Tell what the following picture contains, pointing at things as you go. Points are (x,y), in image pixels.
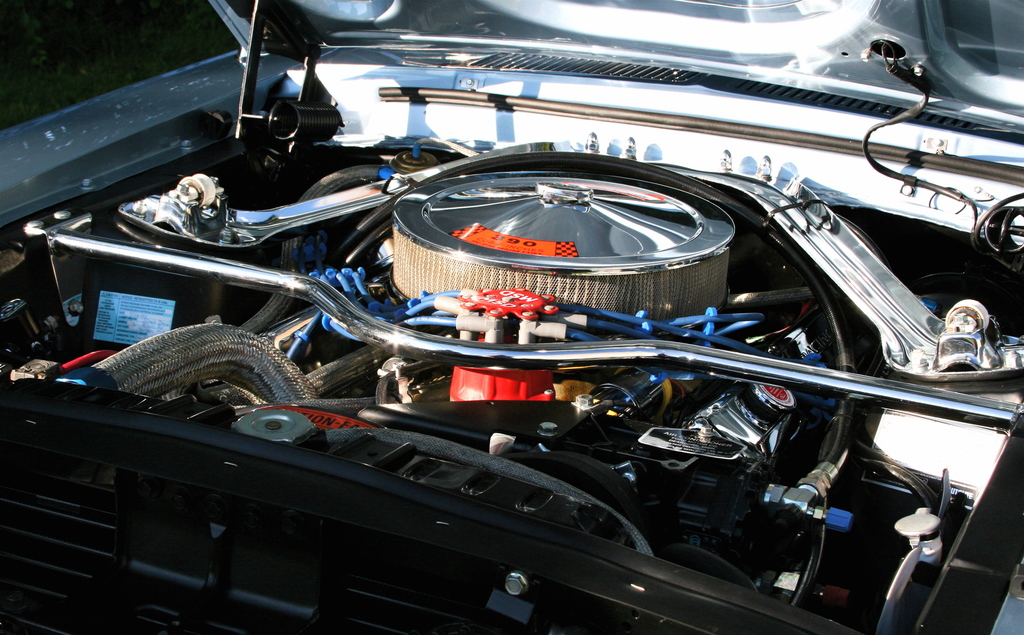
In this image I can see wires (430,302), steel rods (470,361), engine (437,367) and some other machines (384,423).
